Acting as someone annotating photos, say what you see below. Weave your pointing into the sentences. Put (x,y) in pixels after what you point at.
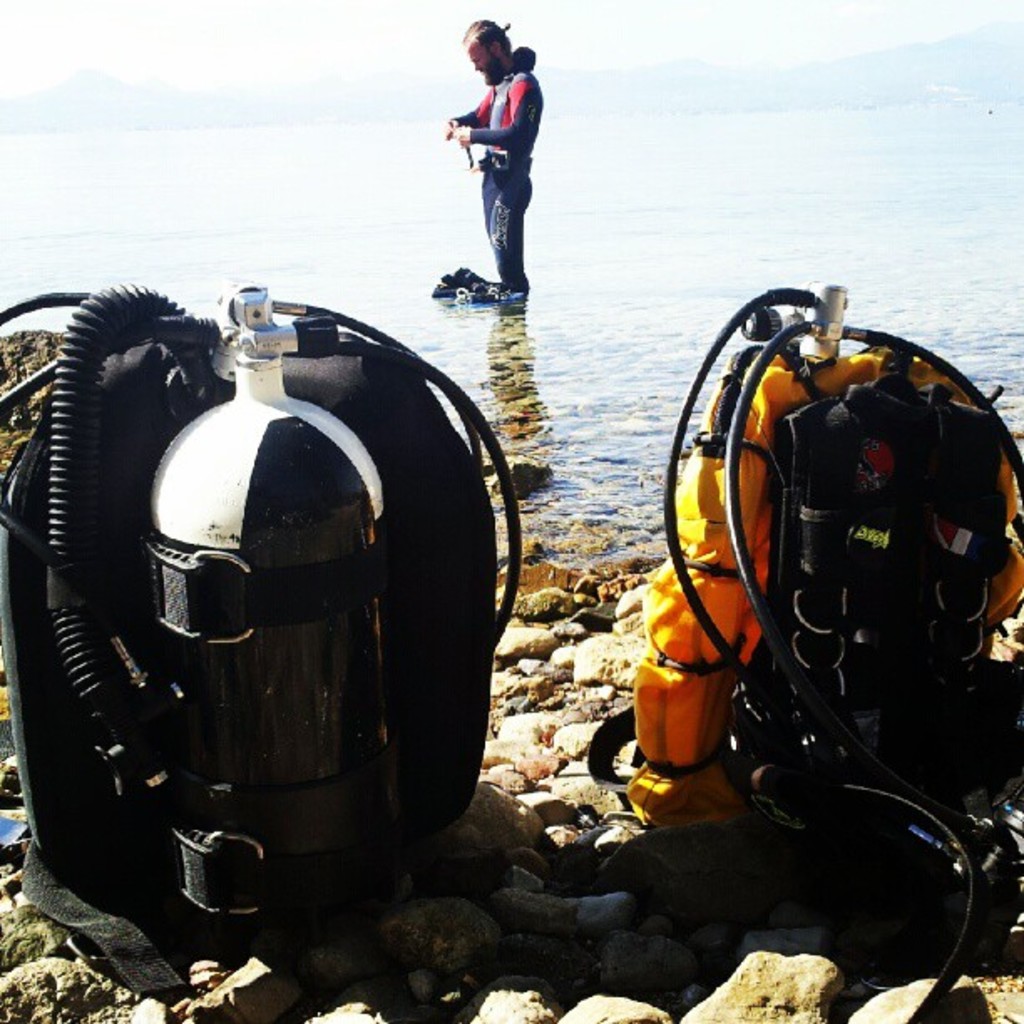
In this image there is the water (534,251). There is a man (516,203) standing in the water (423,142). He is holding an object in his hand (462,134). In the background (392,73) there are mountains (744,73). At the top (191,21) there is the sky (140,32). At the bottom (656,963) there are stones (566,859) on the ground (549,960). There are two vests (648,633) and oxygen cylinders (364,681) on the ground (470,835).
